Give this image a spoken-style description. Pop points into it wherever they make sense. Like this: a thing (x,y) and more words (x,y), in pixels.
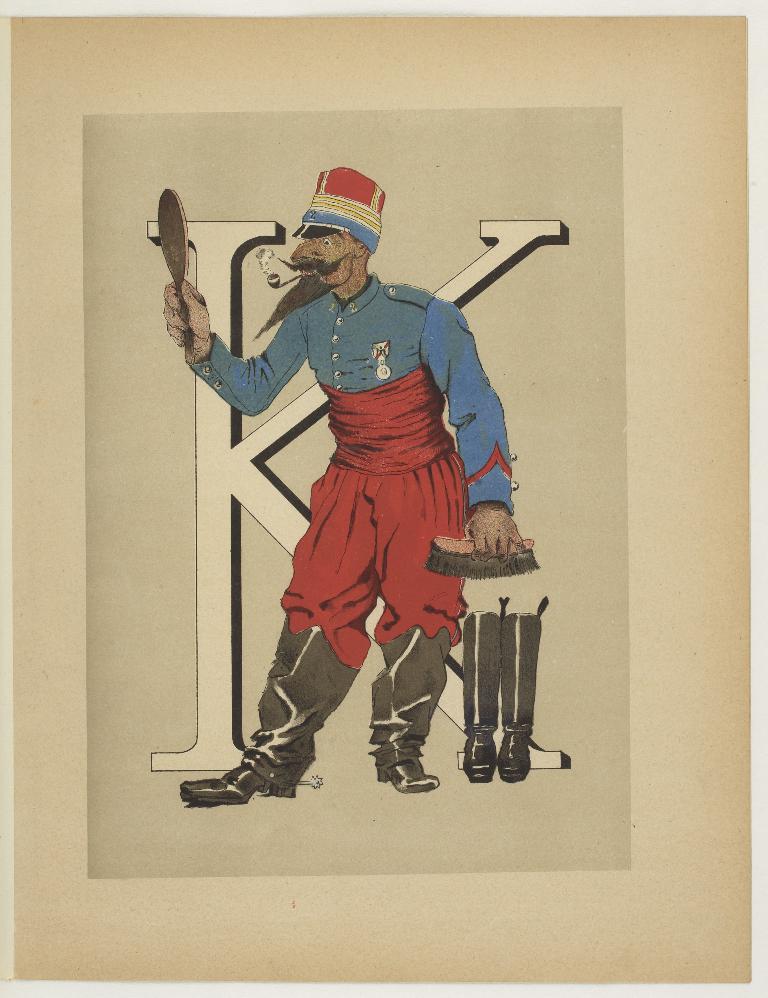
In the center of this picture (411,476) we can see the drawing (351,333) of a person (325,333) holding a mirror (176,242) and a brush (437,561) and standing on the ground (387,861) and we can see the boots (507,648) are placed on the ground (544,791). In the background (530,231) there is an alphabet K (521,234) and the background of the image (480,179) is beige in color.
